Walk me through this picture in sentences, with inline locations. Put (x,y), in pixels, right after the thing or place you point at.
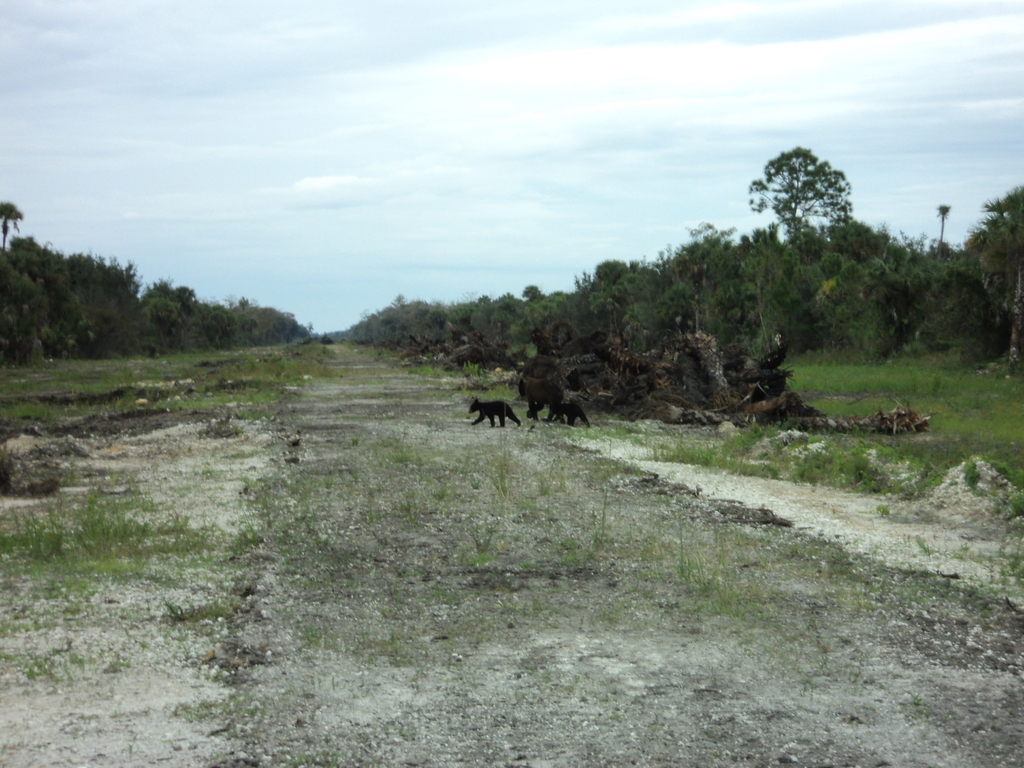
In the center of the image (537,408) there are animals (537,401). On the right (776,371) there are logs (659,380). In the background (114,304) there are trees (123,285) and sky (567,165). At the bottom (116,540) there is grass (96,533).
